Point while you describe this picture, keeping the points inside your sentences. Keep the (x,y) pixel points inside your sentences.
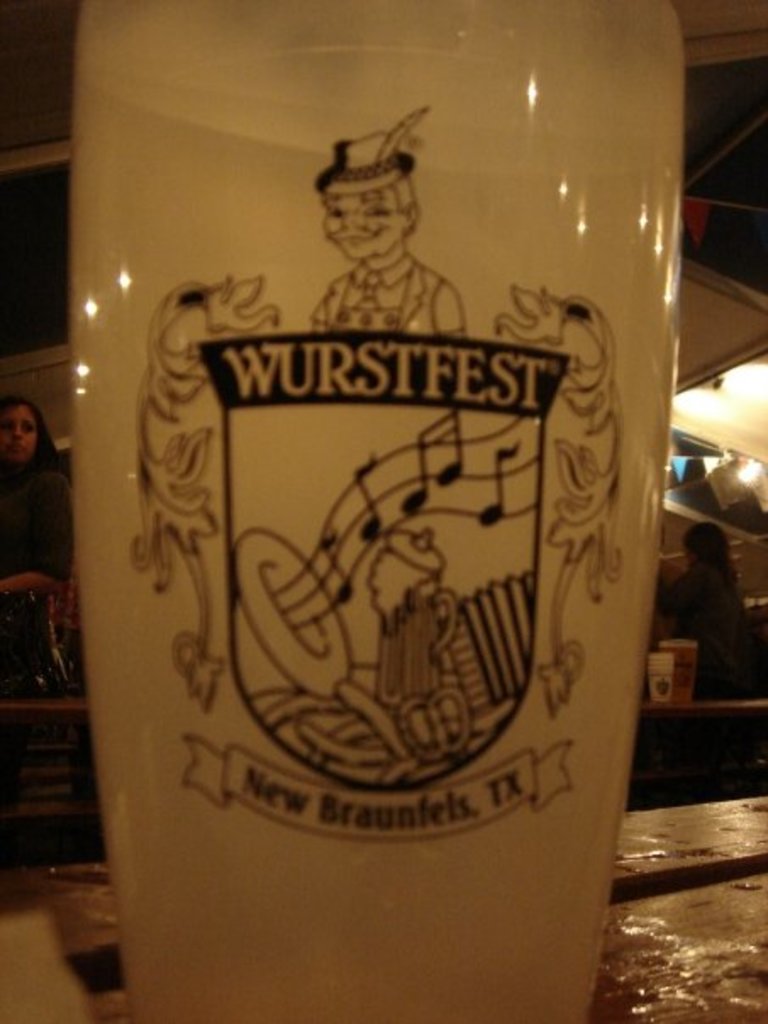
In this image we can see there is the glass (419,629) on the table (634,858). At the back (664,541) there are people (693,537) standing and there are cups (675,684) and glass (687,690). At the top (742,312) it looks like a roof (707,184) and there are lights (723,409) attached to it.
